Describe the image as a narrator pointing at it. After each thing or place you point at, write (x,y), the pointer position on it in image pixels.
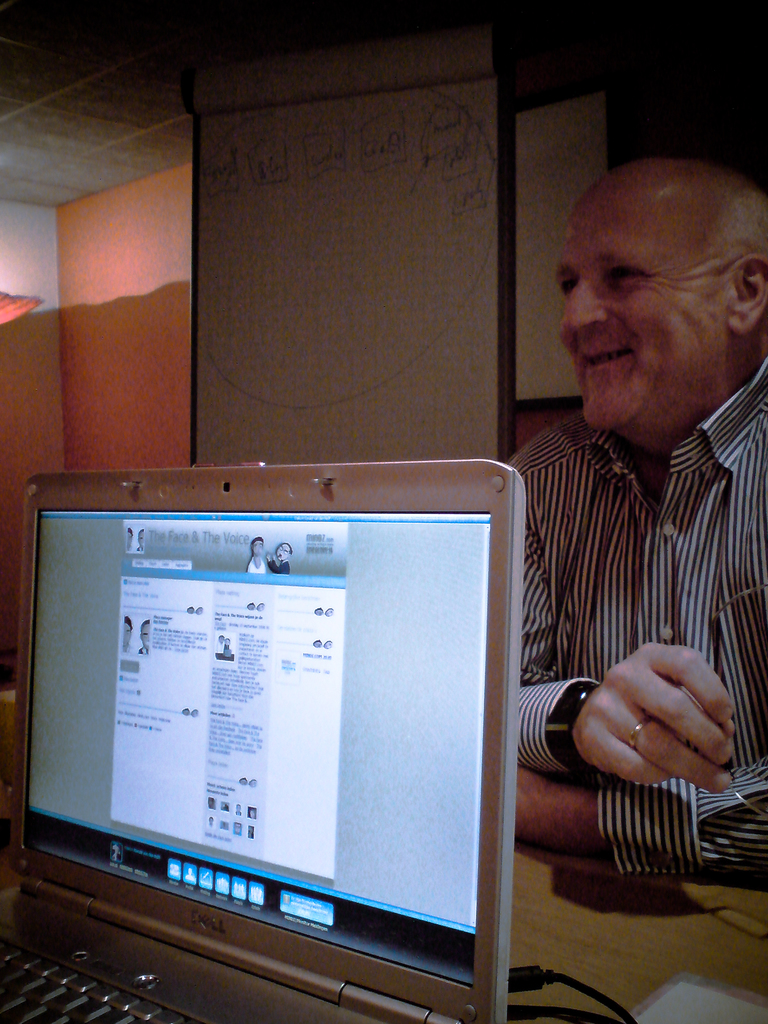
In this image we can see a person (696,623). There is an object (679,1009) and a laptop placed on the table (625,989). There is a projector screen (360,308) and whiteboard (534,185) in the image.
